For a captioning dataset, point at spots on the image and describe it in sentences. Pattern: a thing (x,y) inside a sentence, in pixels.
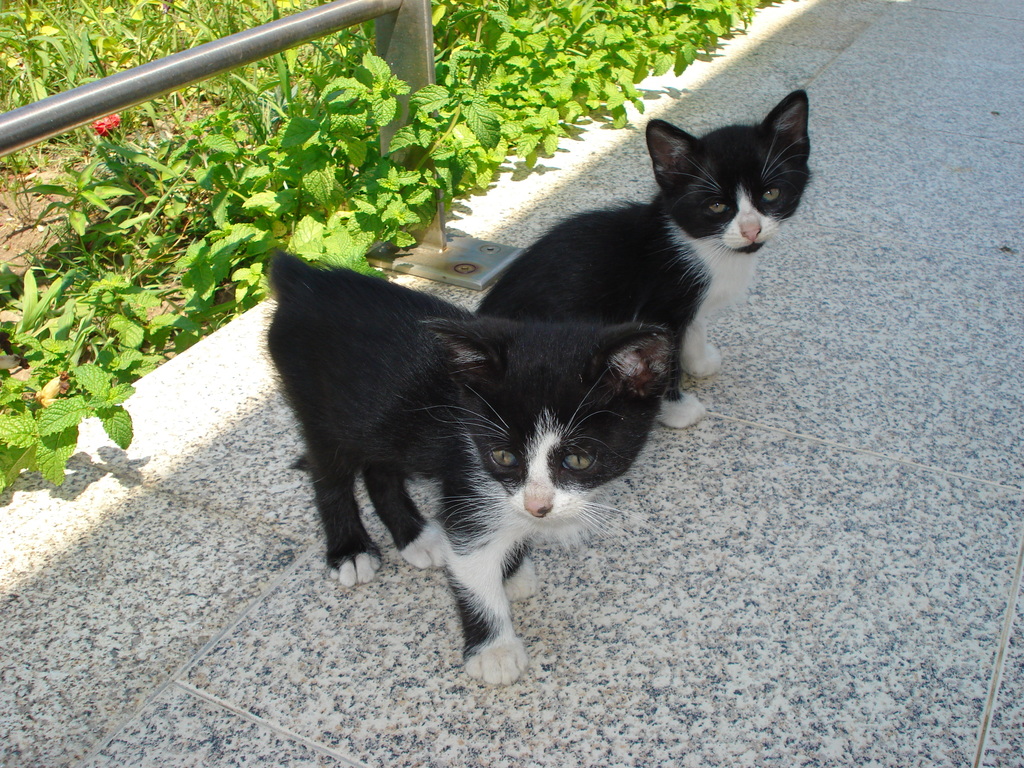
On this tile surface (638,631) there are kittens (485,411). These kittens (515,355) are in black and white color. Left side (83,19) corner of the image we can see rods (422,37) and plants (98,73).
